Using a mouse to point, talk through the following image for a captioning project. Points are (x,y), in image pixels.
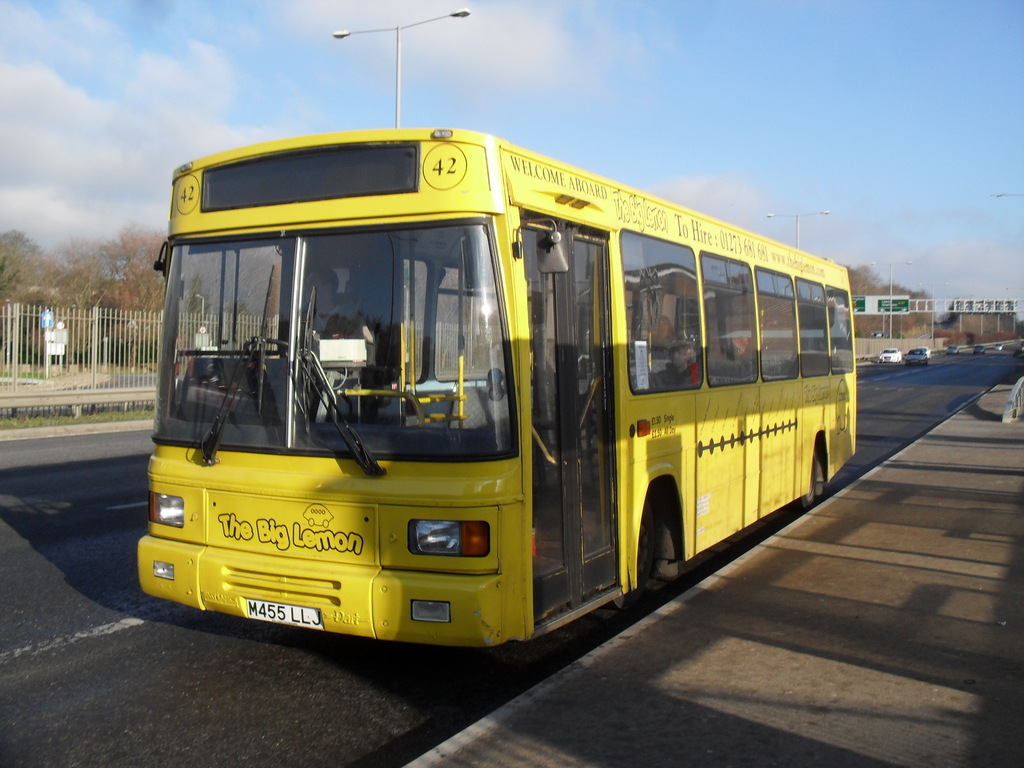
In the foreground (465,548) the picture there is a bus (516,412), in the bus (514,419) there are people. On the right (919,543) it is footpath (895,575). In the center of the background (883,295) there are trees (871,279), boards (900,304) cars (898,352) and railing (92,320). on the right (929,349) there are cars (885,355). On left (72,278) there are trees (132,274), railing (97,338) and grass (33,421). In the center of the picture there is a street light (410,26).
